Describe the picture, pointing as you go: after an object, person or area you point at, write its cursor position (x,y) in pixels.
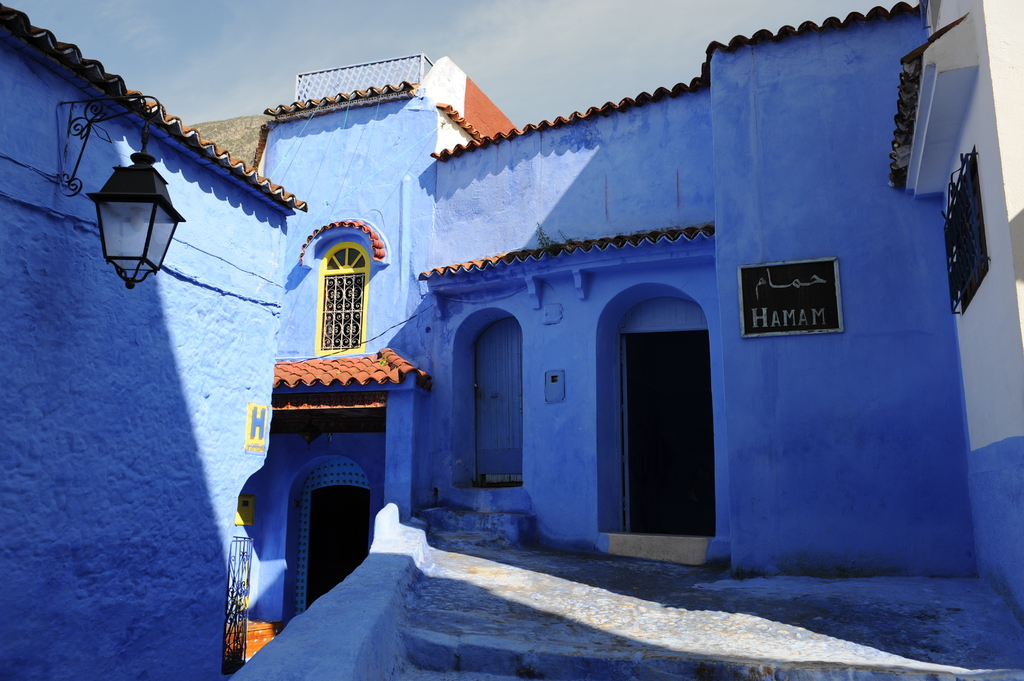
In this picture we can see a house (225,445), there is a board (805,313) here, on the left side (337,313) we can see a window (341,312) and a light (149,236) here, there is sky (520,105) at the top of the picture (572,17), we can see a door (510,444) here.
